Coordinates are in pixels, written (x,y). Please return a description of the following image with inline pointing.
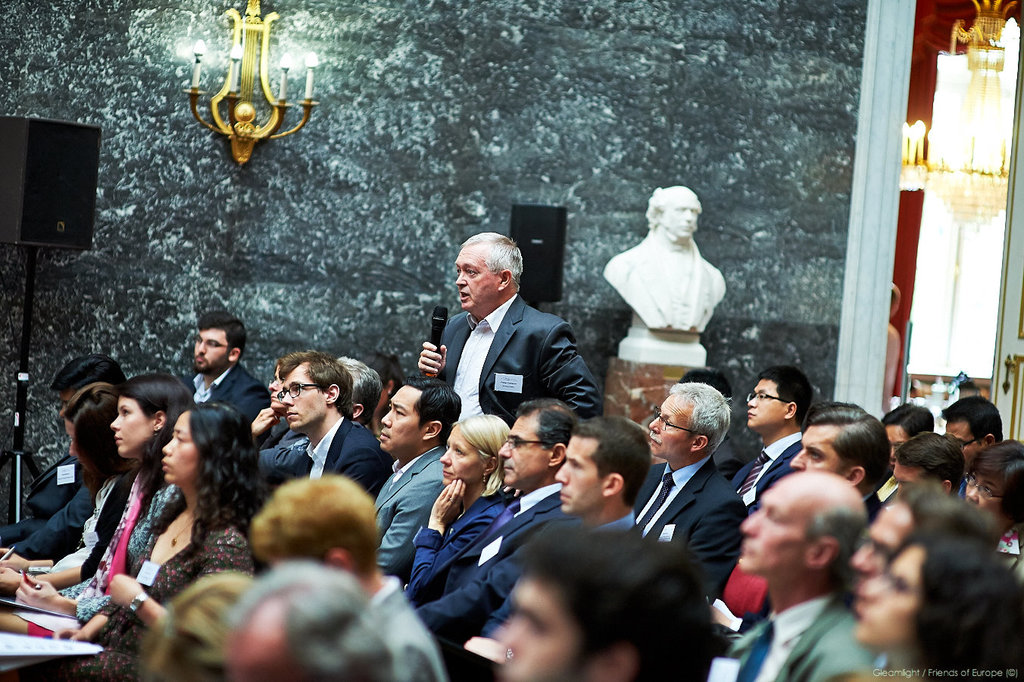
In this image, we can see people (207,473) sitting and one of them is standing and holding mic (440,323) in his hand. In the background (667,290), we can see a sculpture (650,271), lights (242,91) and there are stands (28,314).
